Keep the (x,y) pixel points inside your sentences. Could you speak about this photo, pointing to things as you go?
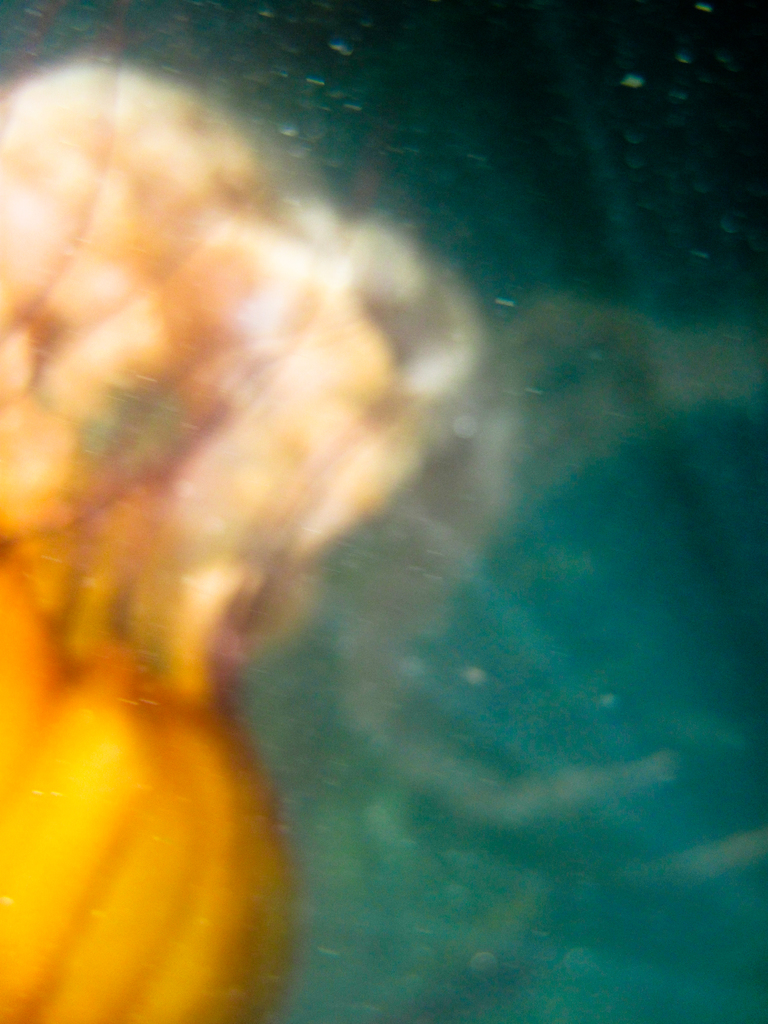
This image consists of water (423,961) in which there might be any sea creature (187,670). To the left (71,434), in yellow color.
